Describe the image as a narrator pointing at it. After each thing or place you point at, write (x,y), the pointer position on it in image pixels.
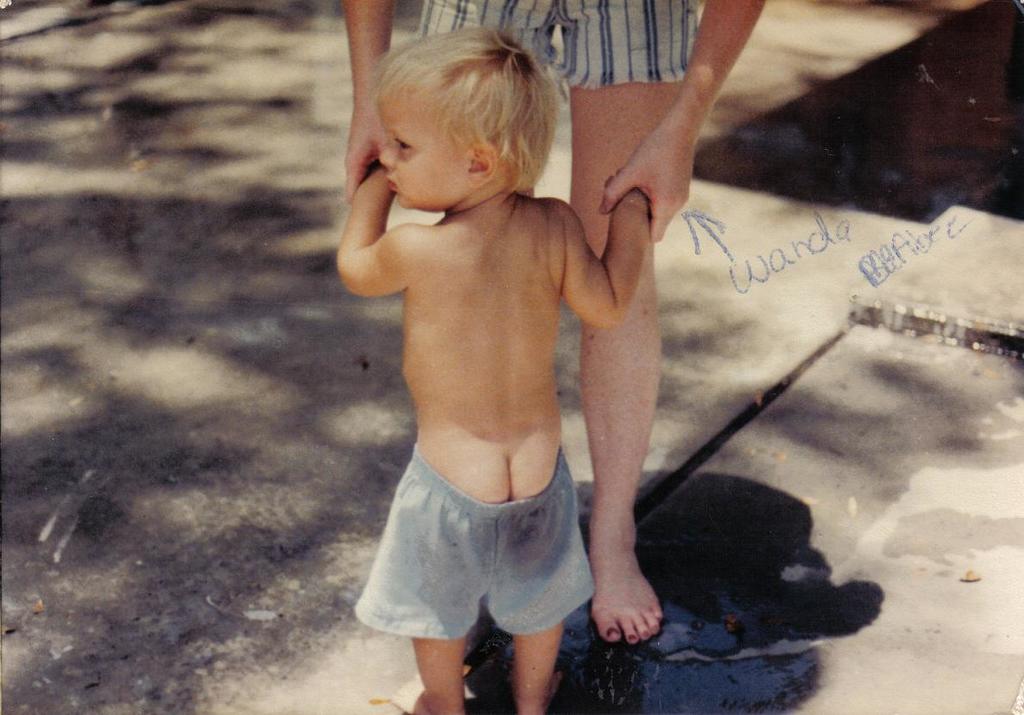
In this image I can see two persons (641,54) standing. In front (442,562) the person (459,539) is wearing grey color short (446,550) and the other person (613,100) is white and blue color short (644,68) and I can see something written on the image.
